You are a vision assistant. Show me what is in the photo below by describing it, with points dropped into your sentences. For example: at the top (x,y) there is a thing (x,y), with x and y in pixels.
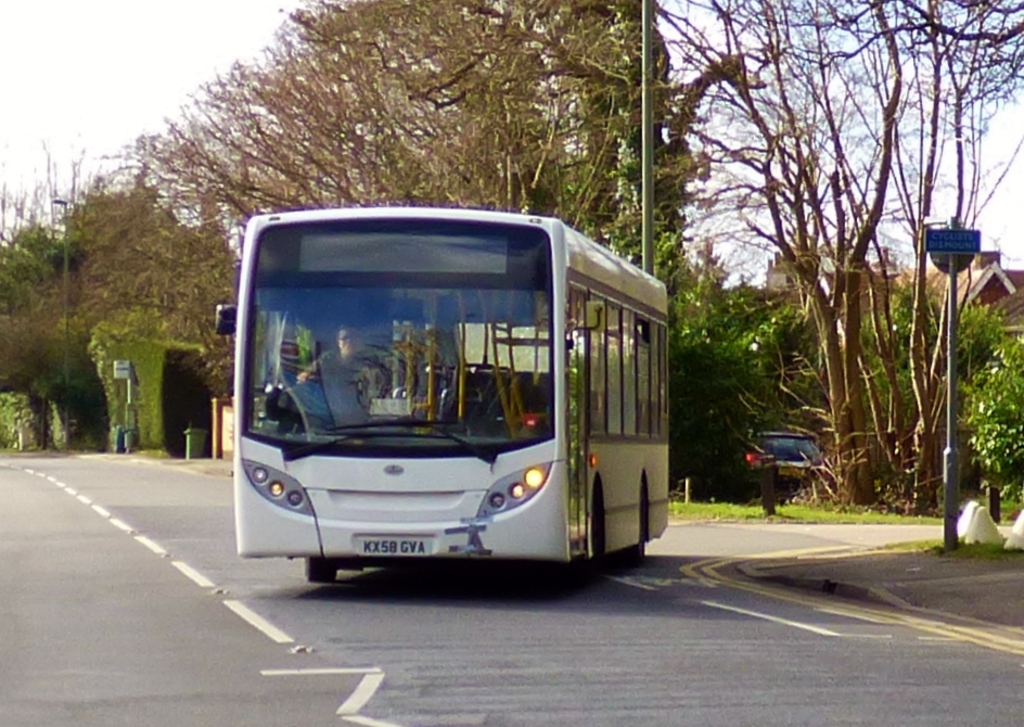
This is an outside view. Here I can see a white color bus (557,356) on the road (473,667). Inside the bus (382,471) one person (349,367) is sitting. On both sides of the road (785,536) I can see the poles (648,233). In the background (449,157) there are trees (423,180) and I can see a car (781,453). On the top of the image (172,62) I can see the sky (126,79).
